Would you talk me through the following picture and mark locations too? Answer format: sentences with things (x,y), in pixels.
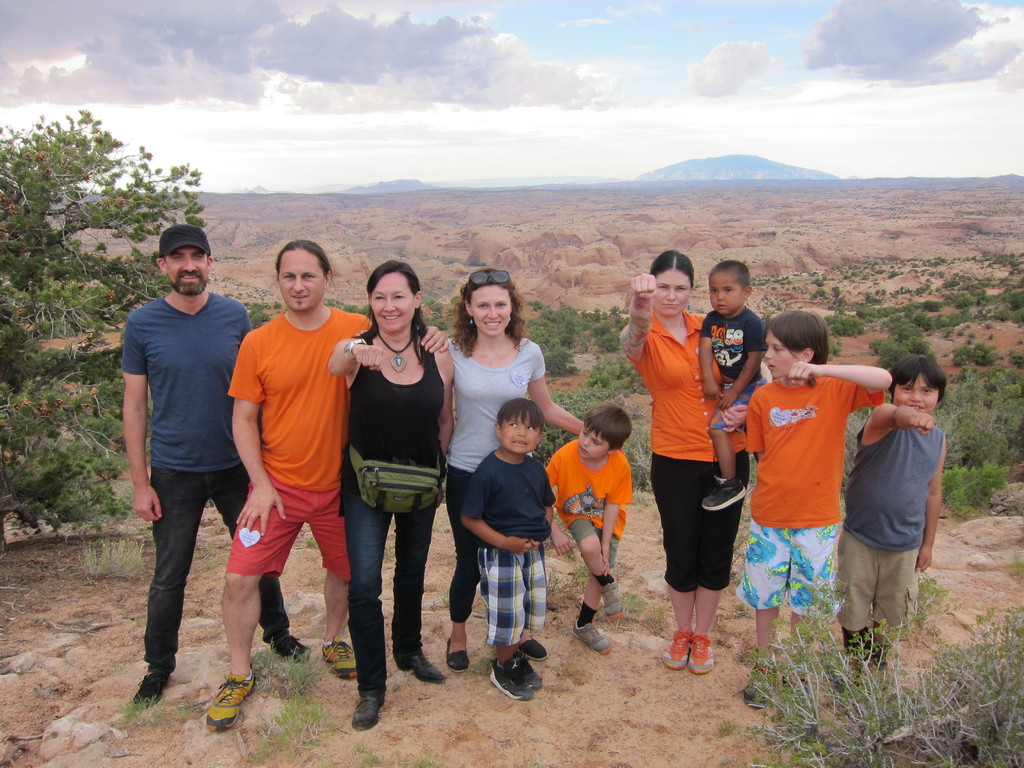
In the foreground of this image (486,558), there are men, women (401,445) and kids (860,507) are standing on a cliff (676,700). On the right bottom (926,741), there is a plant (945,743). In the background (908,333), there are trees (61,230), land (436,246), sky (446,143) and the cloud (345,82).
